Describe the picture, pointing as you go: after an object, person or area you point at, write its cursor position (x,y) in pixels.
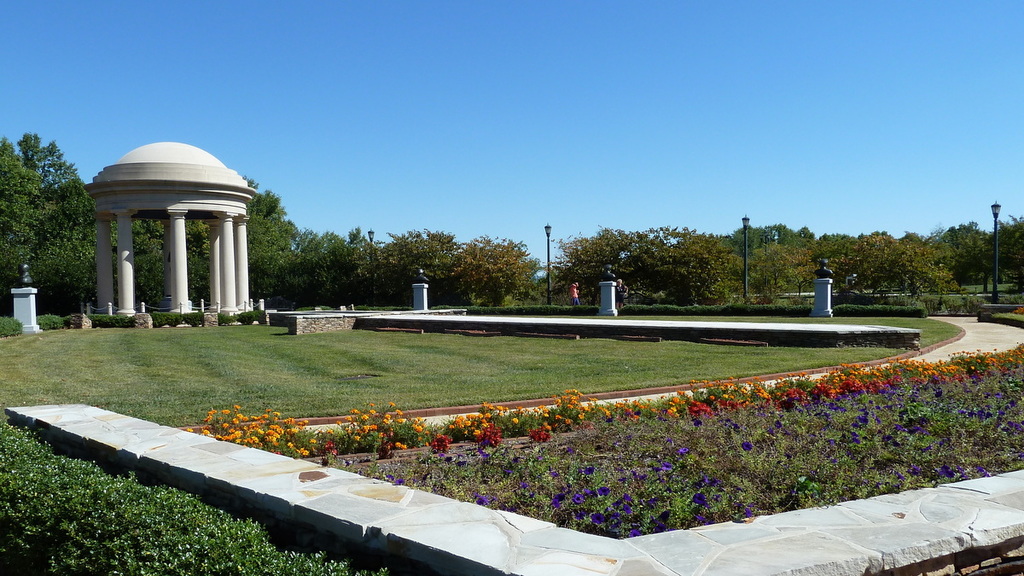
On the left side of the image (228,302) there is a concrete domed structure (241,256) with pillars (240,294). There are statues (612,265). At the bottom of the image (164,394) there is grass (333,352) on the surface (342,343). In front of the image there are plants (666,445) and flowers (998,409). There are people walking on the pavement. In the background of the image (569,252) there are light poles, trees (652,243) and sky (716,34).
